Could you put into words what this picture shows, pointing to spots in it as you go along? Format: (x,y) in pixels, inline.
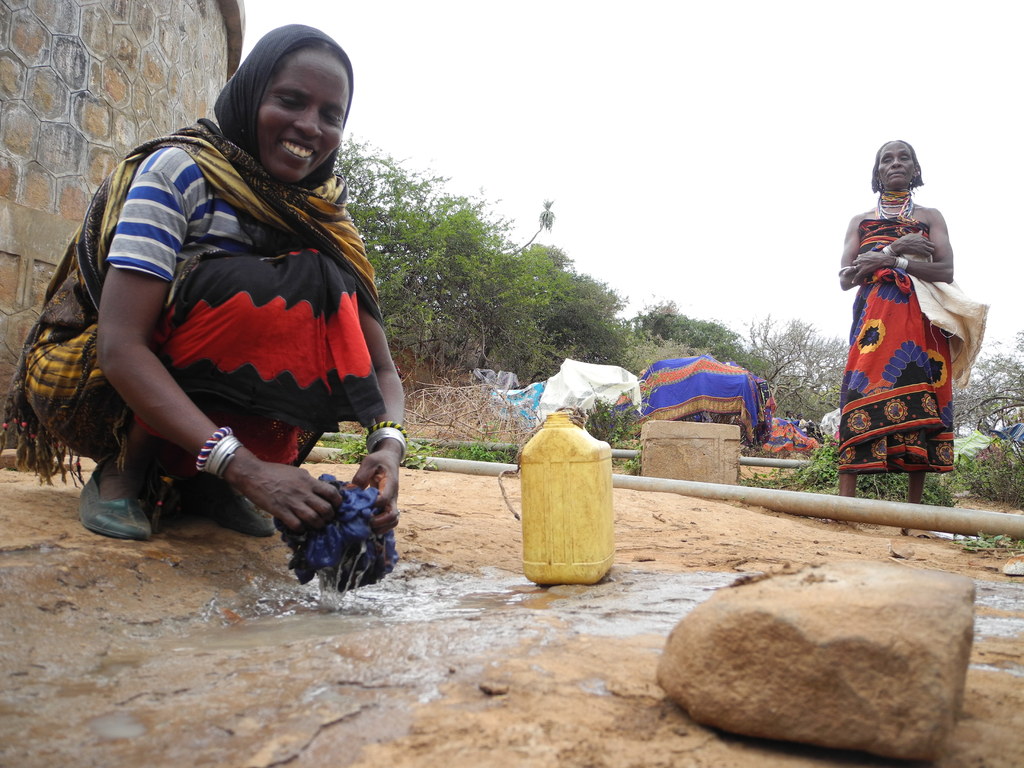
There is a lady (129,293) wearing scarf (240,156) and bangles (213,450) is washing clothes (338,510). Near to her there is a bottle (562,472). There is water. In the back (211,87) there is a brick wall (150,115), trees (526,280). On the trees (632,358) there are clothes (675,387). Also there is another lady (907,331) standing and holding something in the hand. In the background (653,116) there is sky (645,99).
